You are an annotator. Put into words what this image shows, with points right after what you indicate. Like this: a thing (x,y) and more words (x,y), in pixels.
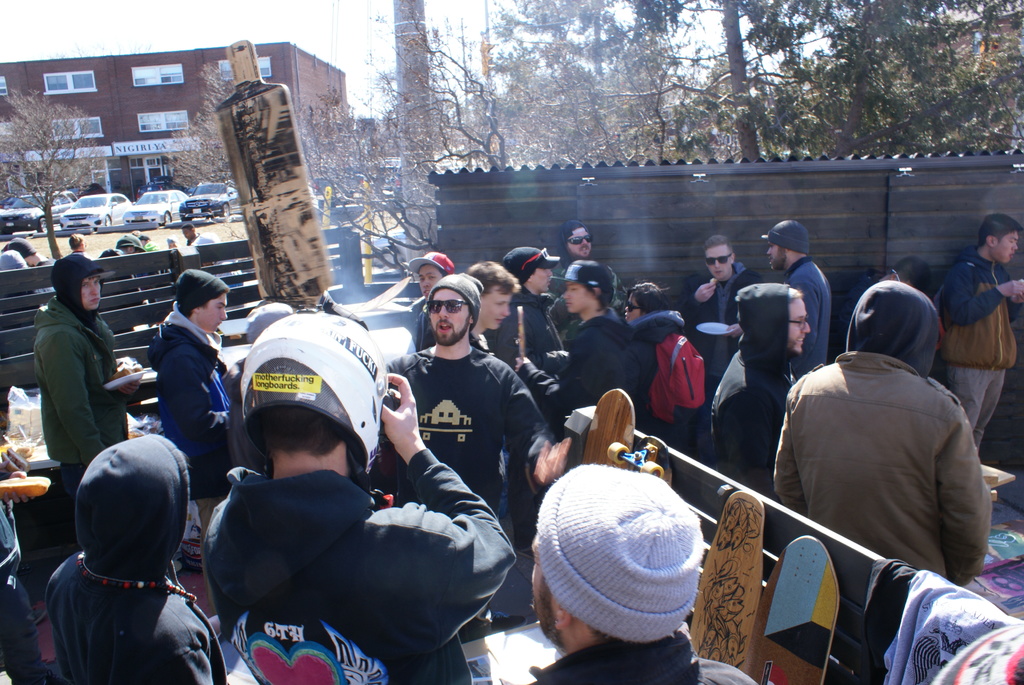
In this image I can see the group of people (321,437) with different color dresses (426,570). To the right (817,648) I can see the skateboards (725,604) and few clothes (920,648) on the wooden object (711,508). In the background (574,204) I can see the shed (562,211), many trees (400,229) and few vehicles (180,192). I can see the building (219,156) with windows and the sky (231,37) in the back (231,37).
